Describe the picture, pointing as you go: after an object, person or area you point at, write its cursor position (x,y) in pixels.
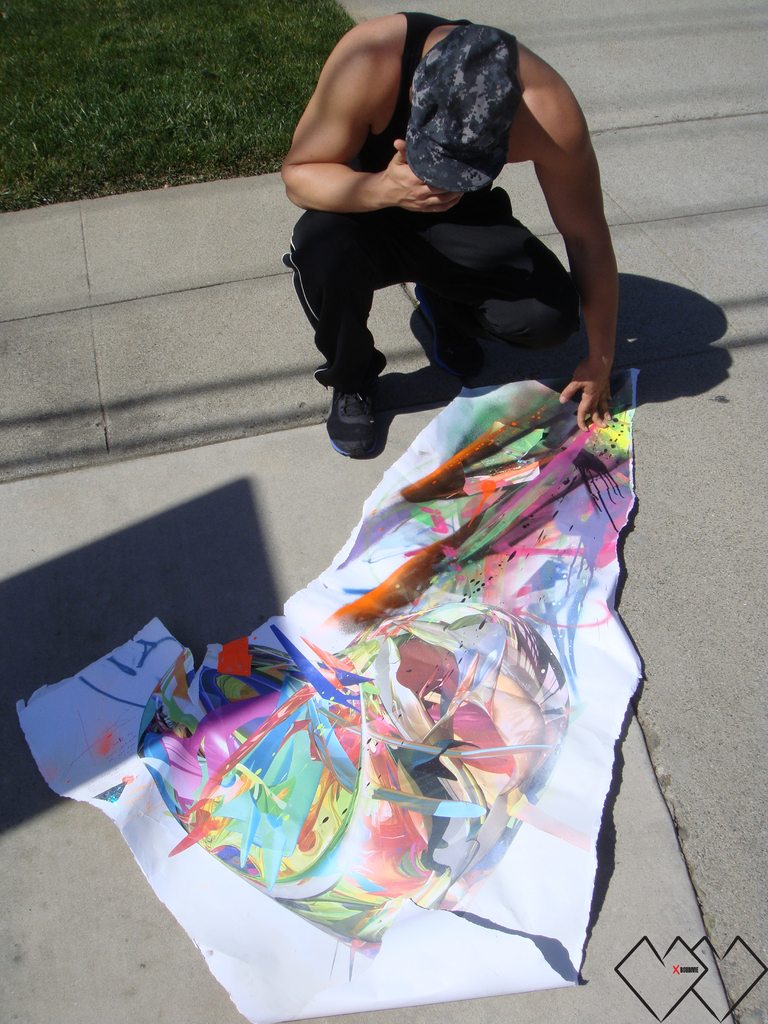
Here I can see a painting (356,752) on a chart (493,870) which is placed on the ground (676,693). Beside the chart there is a person (329,201) wearing black color dress (420,221), cap (457,159) on the head (465,132), sitting on the knees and looking at the downwards. In the top left (112,89) there's grass (164,104) on the ground (101,165).
